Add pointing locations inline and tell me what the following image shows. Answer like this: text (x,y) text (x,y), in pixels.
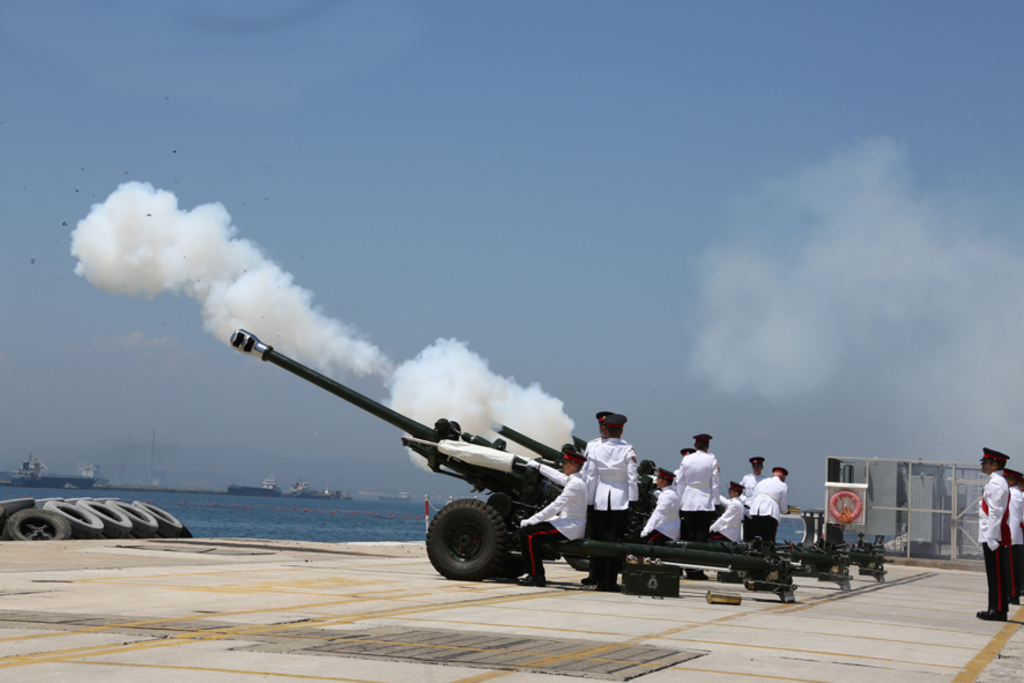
The picture is taken on a quayside (902,590). In the center of the picture (568,455) there are cannons (536,490) and soldiers (628,504). On the right (988,505) there are soldiers (992,539) standing. In the center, towards left (308,489) there are ships (64,476) in the water (328,504). Sky (392,164) is clear and it is sunny. In the center of the picture (544,398) there is smoke (260,318). On the left (69,528) there are tyres (57,526).
